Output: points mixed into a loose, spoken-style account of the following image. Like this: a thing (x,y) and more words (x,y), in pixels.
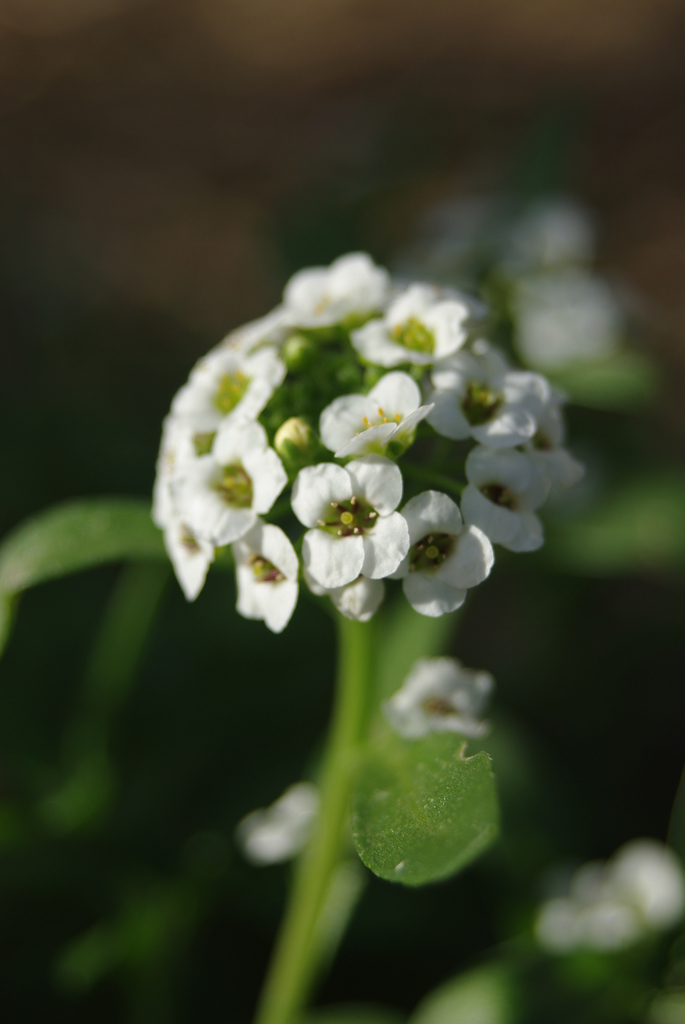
In this image, there are flowers (501,466) presenting on the blur background.
